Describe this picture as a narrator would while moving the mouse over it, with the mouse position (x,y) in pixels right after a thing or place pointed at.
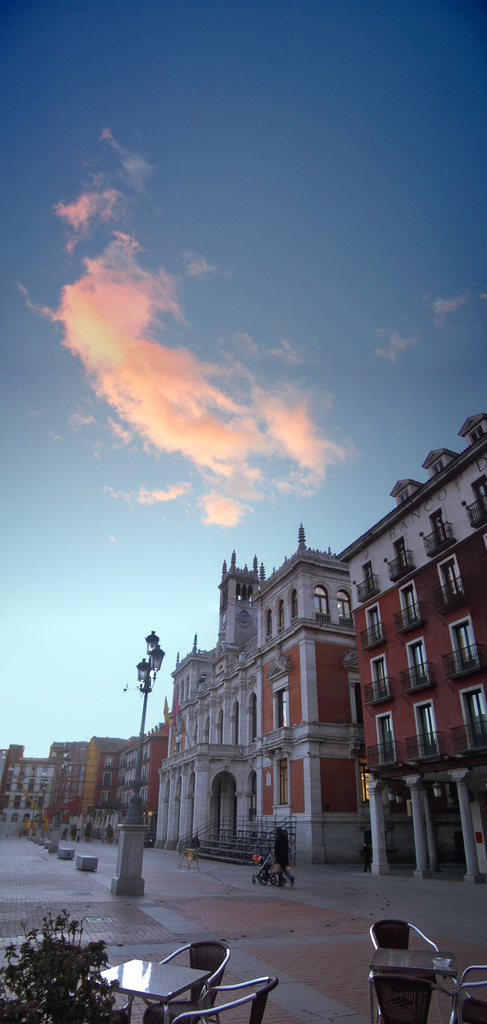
This image is taken outdoors. At the top of the image (246,333) there is a sky (231,337) with clouds (227,476). At the bottom of the image (245,962) there is a floor (206,899), a plant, a table (147,992) and a few empty chairs (201,985). In the middle of the image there is a pole (137,840) with street lights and a woman (280,840) is walking on the floor (294,875) and pushing a baby carrier (262,874). On the right side of the image (346,699) there are many buildings (300,841) with walls (314,583), windows (324,591), roofs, doors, pillars (465,812), railings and balconies (468,662).
